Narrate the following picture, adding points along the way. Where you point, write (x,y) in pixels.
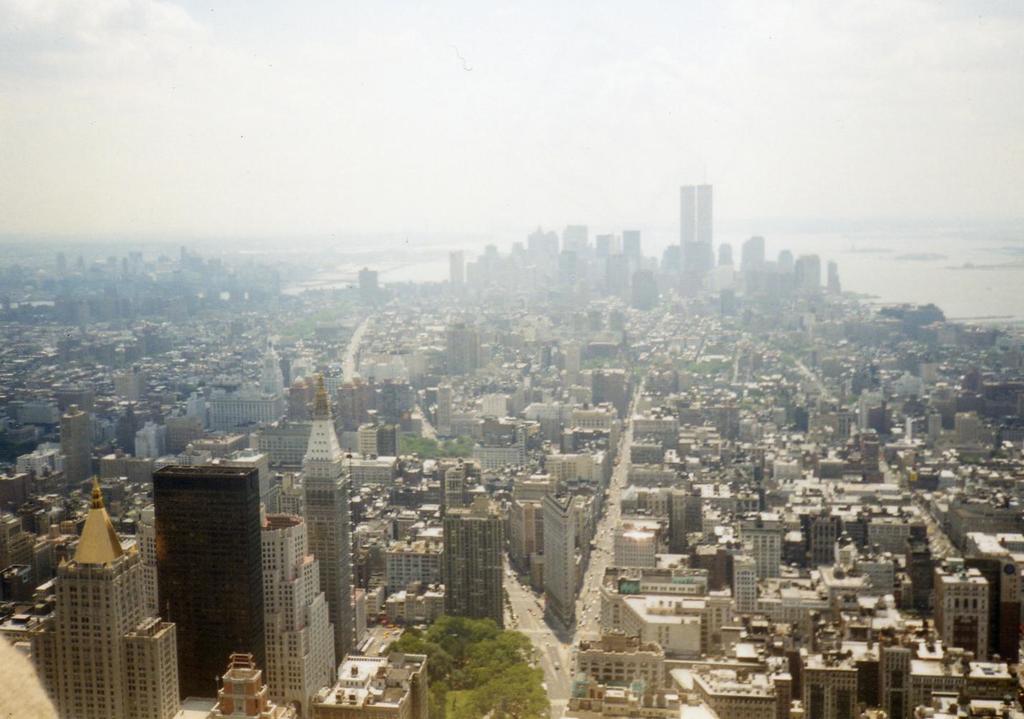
In this picture I can see a number of buildings (571,401). I can see a number of tower buildings (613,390). I can see trees (493,635). I can see the roads (558,651). I can see clouds (539,129) in the sky (493,110).
